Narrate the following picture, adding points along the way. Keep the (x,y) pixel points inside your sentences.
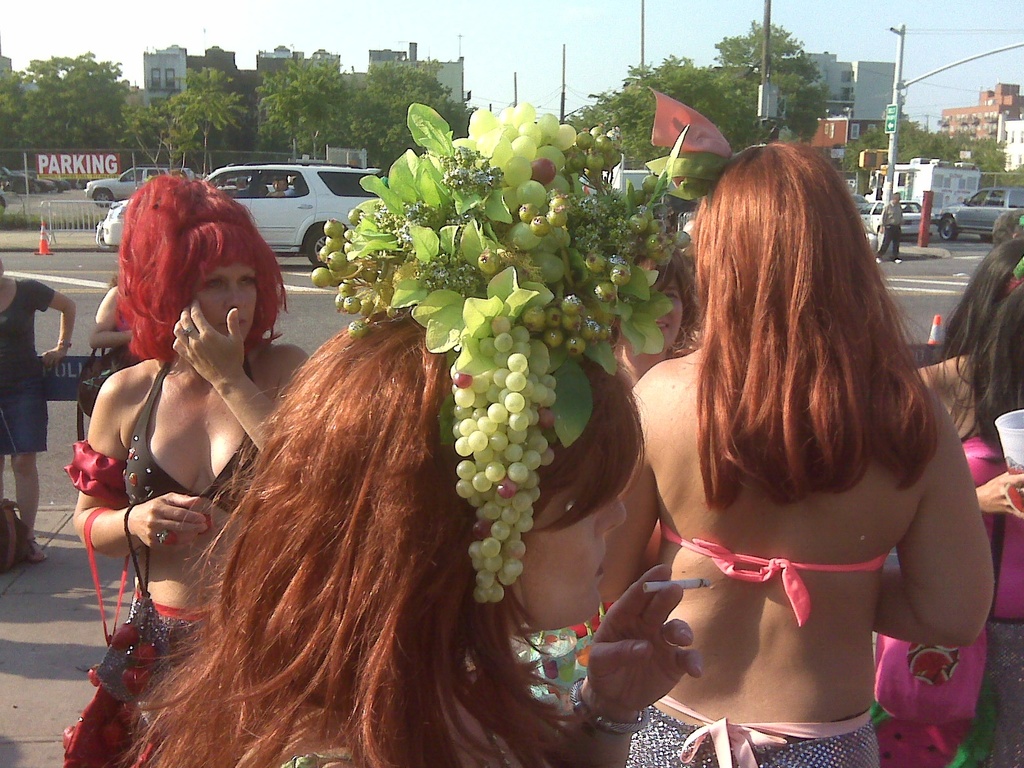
In this image, there is an outside view. There are some persons (657,447) standing and wearing clothes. There are some trees (356,91), buildings (445,69), vehicles (332,175) and sky (541,39) at the top (510,53).
